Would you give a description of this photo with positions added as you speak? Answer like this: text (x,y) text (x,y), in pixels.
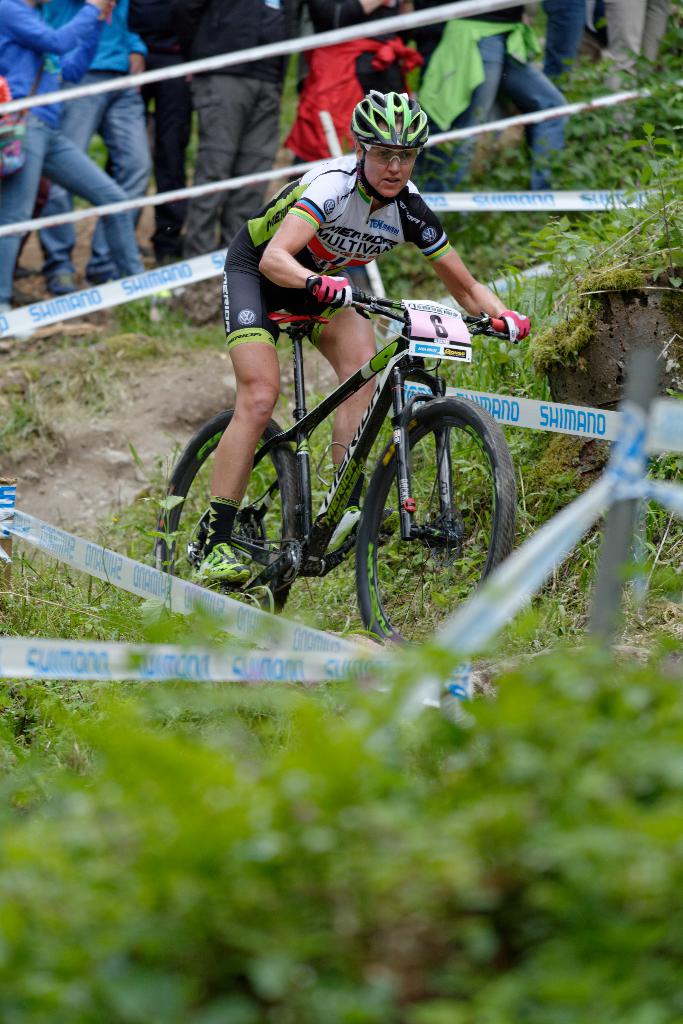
In the picture we can find woman (336,168) is riding a bicycle (434,429) and she is wearing a helmet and some people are standing behind her and we can also see some plants (536,377) and grass (28,620) etc.
